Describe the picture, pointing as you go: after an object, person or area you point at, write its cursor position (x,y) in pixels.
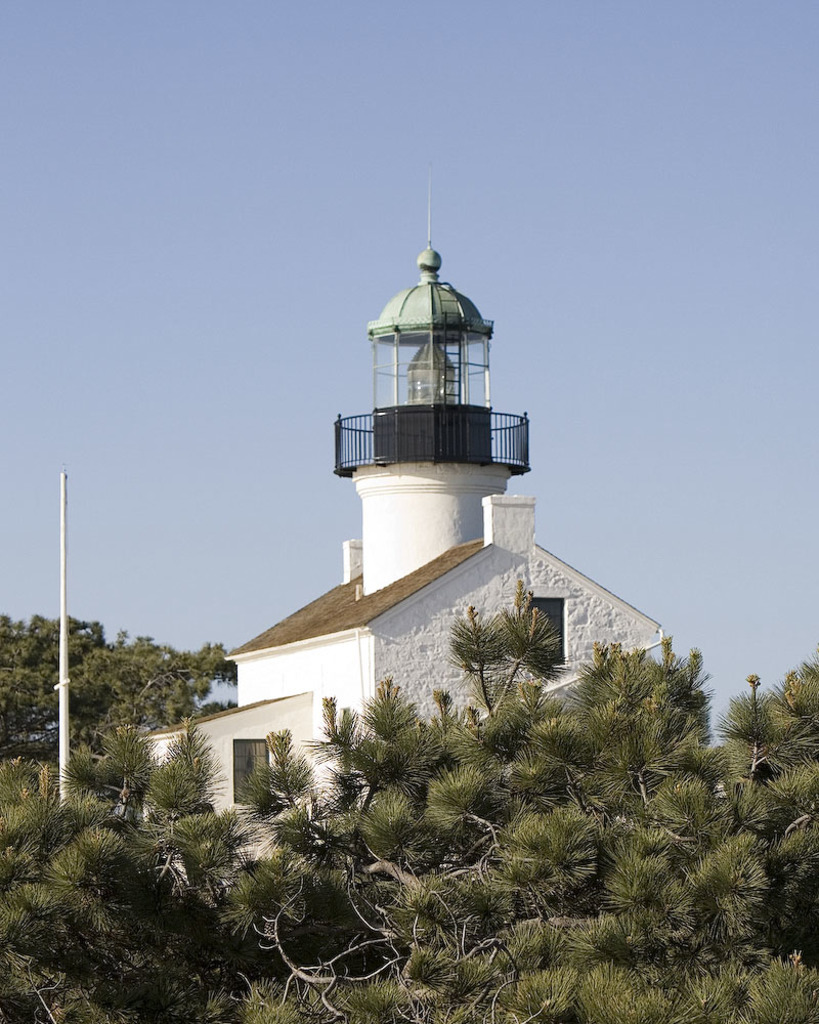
In this image we can see a building (370,545). There is a clear sky (390,159) in the image. There are few trees (78,850) in the image.
